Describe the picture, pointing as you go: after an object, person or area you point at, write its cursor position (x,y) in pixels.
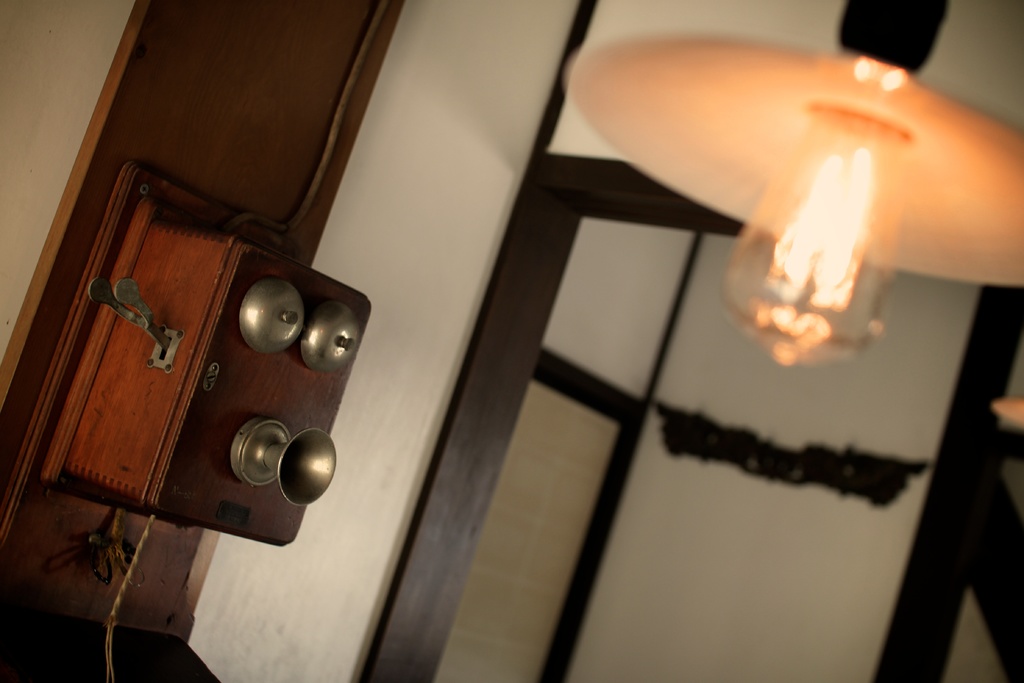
In the image we can see door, light (832,301) and telephone (139,334).
